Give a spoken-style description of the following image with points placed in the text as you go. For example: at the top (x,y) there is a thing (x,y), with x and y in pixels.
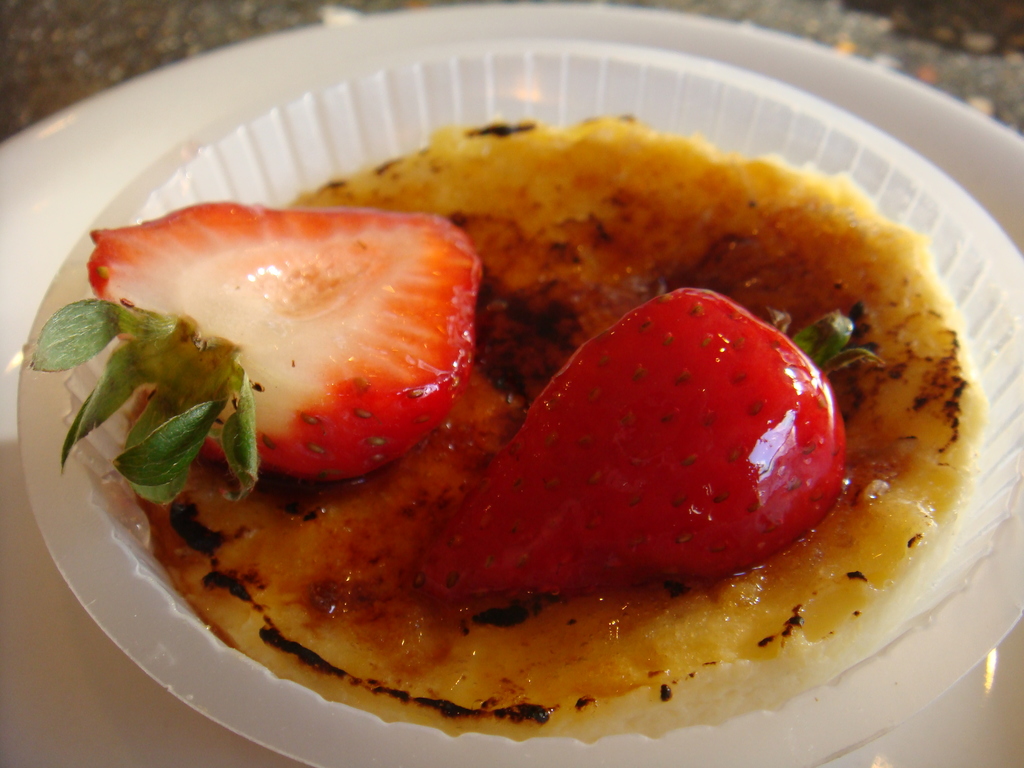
In this image, we can see a table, on the table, we can see a plate (991,178), on the plate (14,587), we can see a bowl (961,228) with some food item (460,666).
